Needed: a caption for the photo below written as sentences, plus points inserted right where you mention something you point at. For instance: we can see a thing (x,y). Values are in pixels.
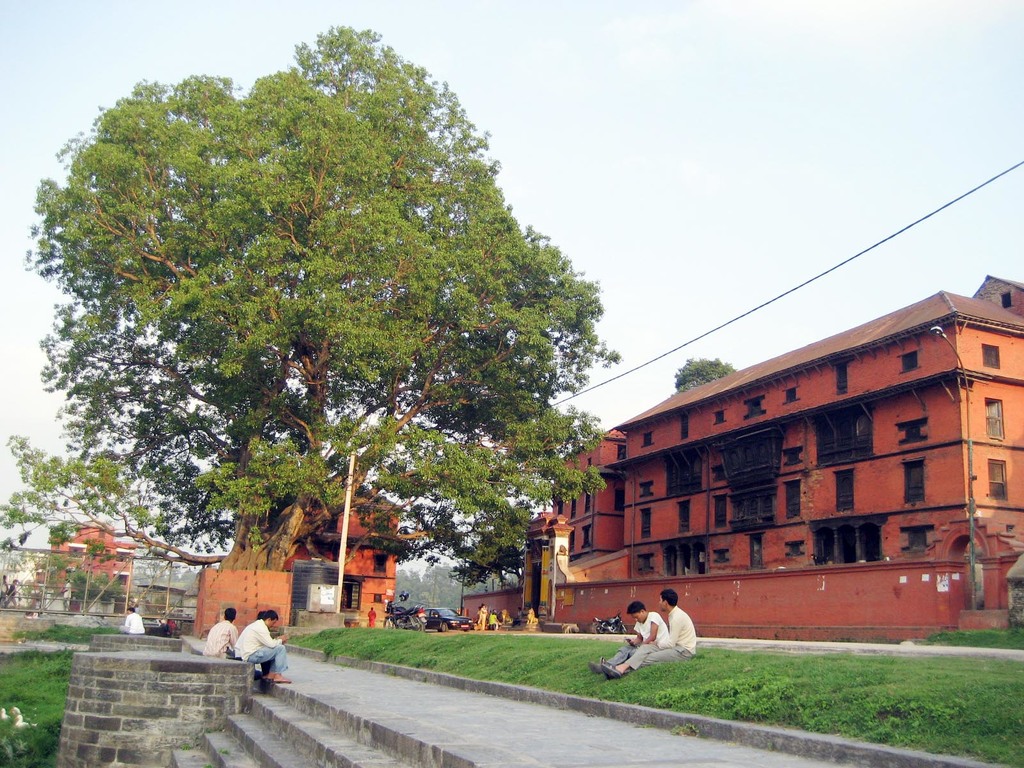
In this image we can see some persons (214,652) sitting and standing on floor (194,641), we can see some stairs (321,715), trees (212,381), vehicles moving on road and in the background of the image (96,568) there are some trees (495,486), houses (81,529) and clear sky (572,193).
